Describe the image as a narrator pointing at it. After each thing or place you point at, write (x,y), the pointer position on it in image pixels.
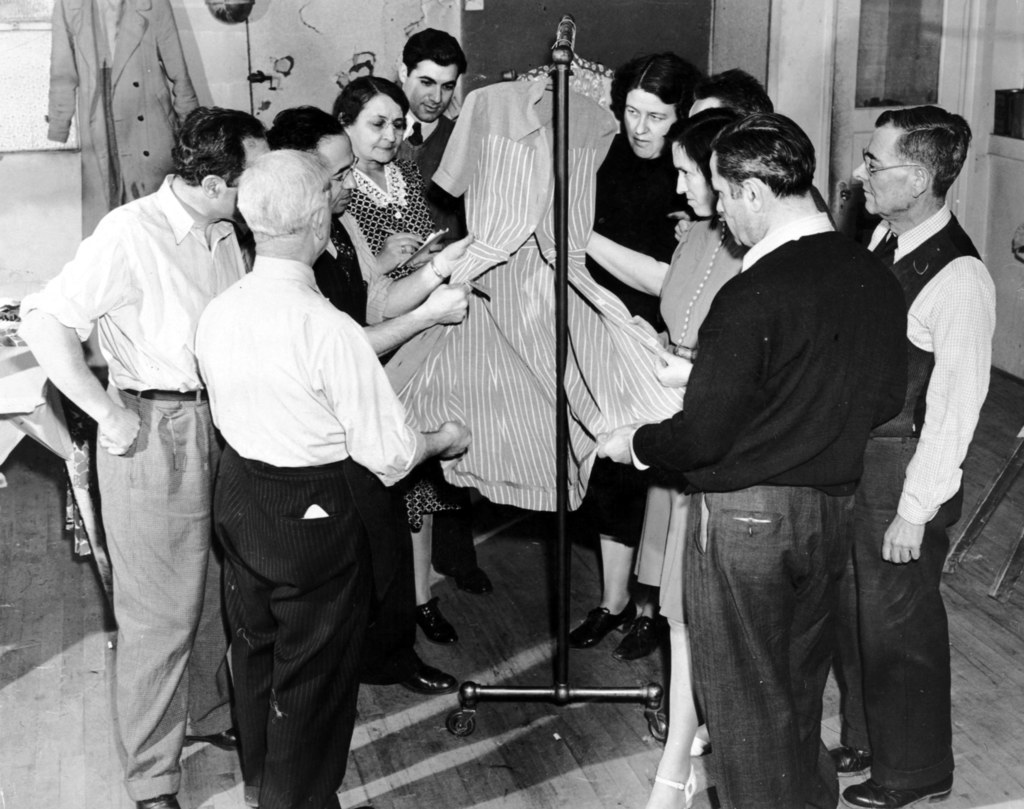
In the center of the image (370,335) we can see people (692,257) standing. There is a stand (563,305) and we can see clothes (539,240) placed on the hanger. In the background (299,74) there is a wall (317,70) and we can see a coat (170,111).
